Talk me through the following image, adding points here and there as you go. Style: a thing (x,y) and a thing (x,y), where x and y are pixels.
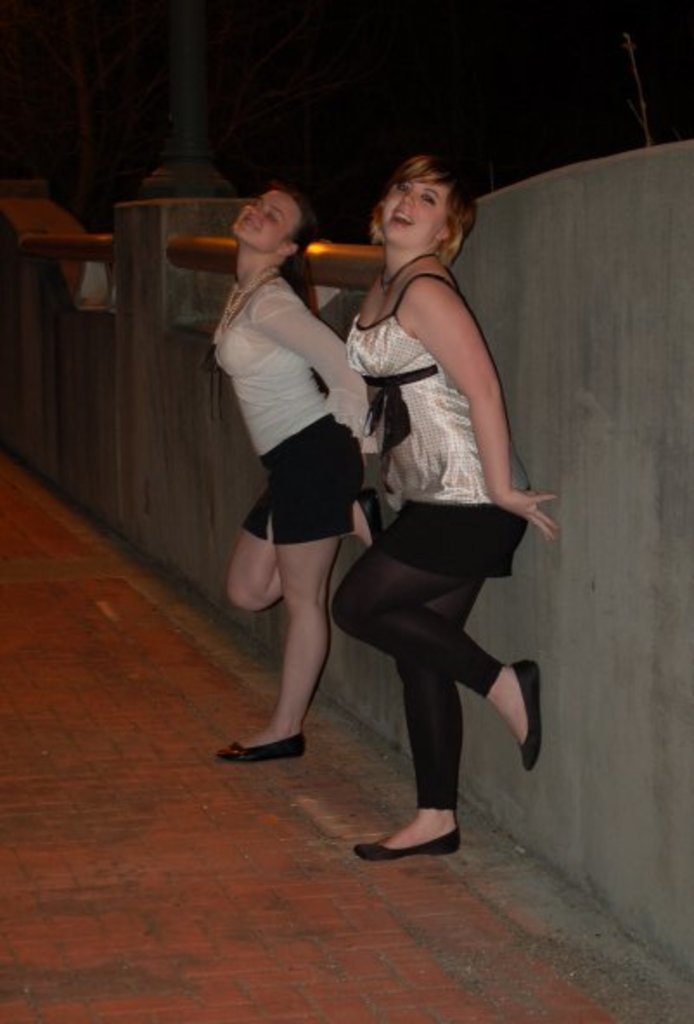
In the middle of the picture (393,466) we can see two women (267,318) leaning to a wall (184,446). At the bottom (168,942) there is floor (145,928). In the background (269,95) we can see a pole (177,107) and it is dark.
